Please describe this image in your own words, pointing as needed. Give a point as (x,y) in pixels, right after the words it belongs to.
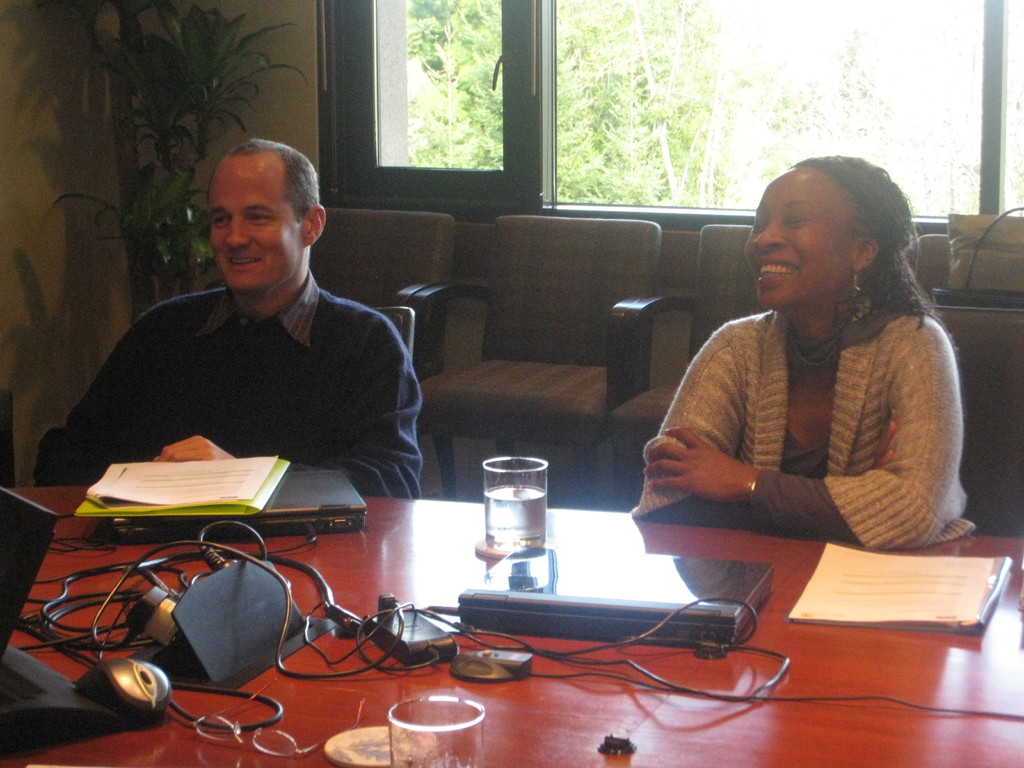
In this picture, there is a man (262,377) and a woman (869,397), sitting in the chairs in front of a table (803,564). On the table (776,602) there are laptops (626,590), papers (920,581), files (193,502) and a glass (514,508). In the background (501,363) there are some chairs (420,254), plants (209,84) and some trees (603,84) here.
